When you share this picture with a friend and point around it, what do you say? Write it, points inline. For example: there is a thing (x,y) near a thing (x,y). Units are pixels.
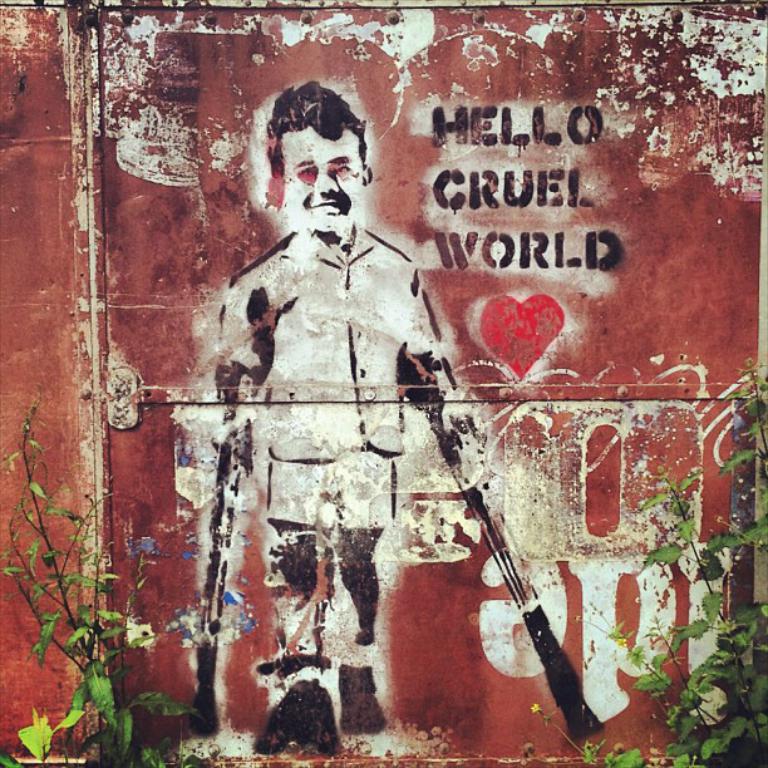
In this image there is a Graffiti (351,467) on the wall (280,436). In front of the wall (102,595) there are plants (76,698) and there is some text (529,248) written on the wall (548,196).
